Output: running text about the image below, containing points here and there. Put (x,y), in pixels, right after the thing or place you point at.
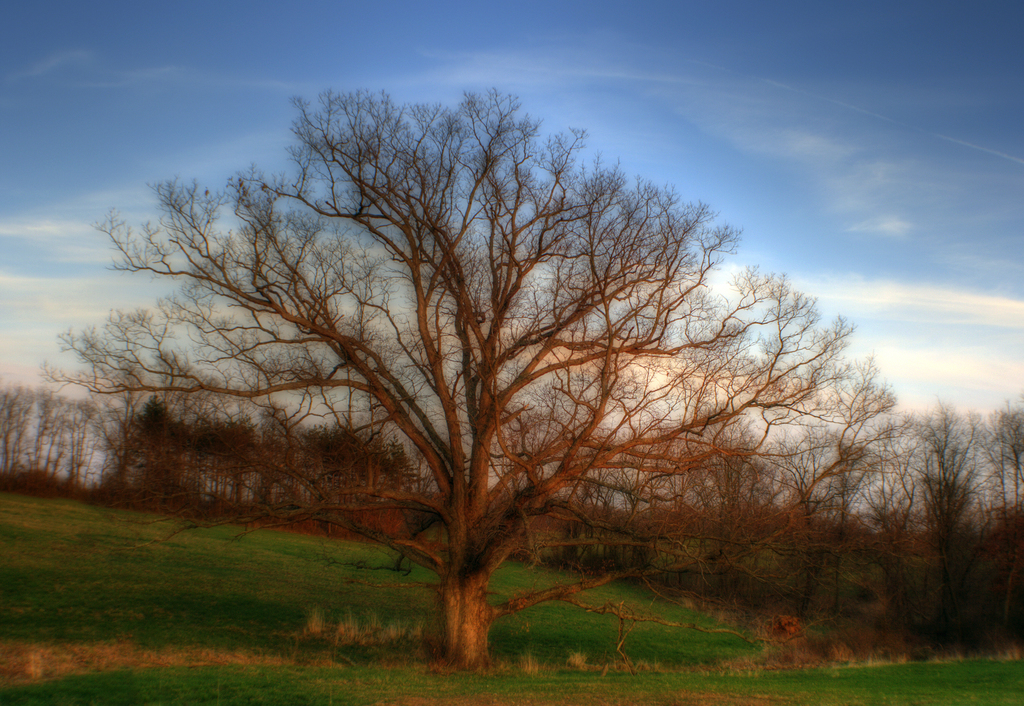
In this image there is grassland (782,682), in the background (467,471) there are trees (412,408) and the sky (727,223).
